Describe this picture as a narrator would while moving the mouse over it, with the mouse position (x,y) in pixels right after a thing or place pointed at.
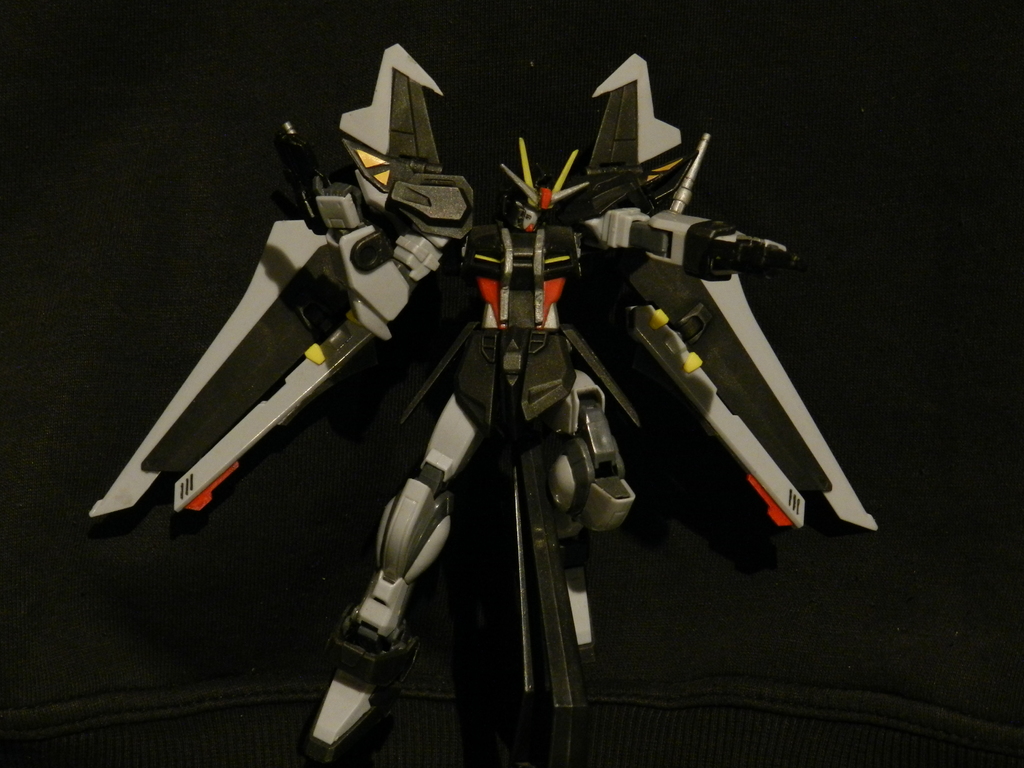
In this image I can see a robot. The background (941,657) is dark in color. This image is taken may be in a hall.
